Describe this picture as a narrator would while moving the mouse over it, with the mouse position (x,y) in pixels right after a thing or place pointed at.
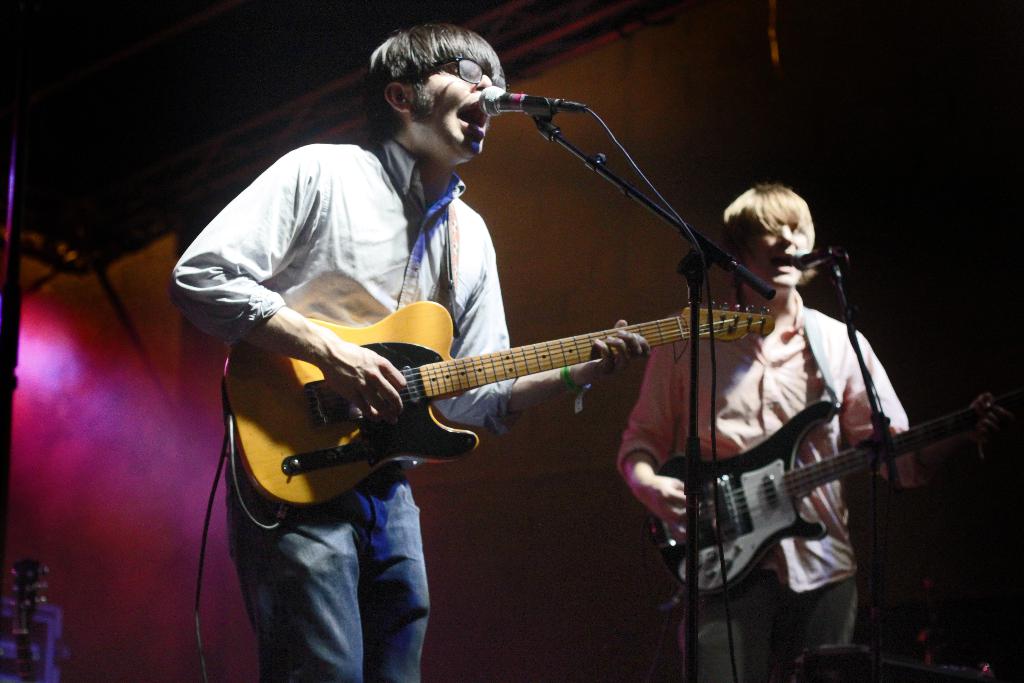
A person (426,180) wearing specs (464,76) is playing guitar (438,322) and singing. In front of him there is a mic (528,109) and mic stand (538,126). In the background (776,349) another person (776,349) is singing and playing guitar (775,464). Also there is a mic (826,259) and mic stand (840,259) in front of him. In the background (122,397) there is a pink light (76,412).
